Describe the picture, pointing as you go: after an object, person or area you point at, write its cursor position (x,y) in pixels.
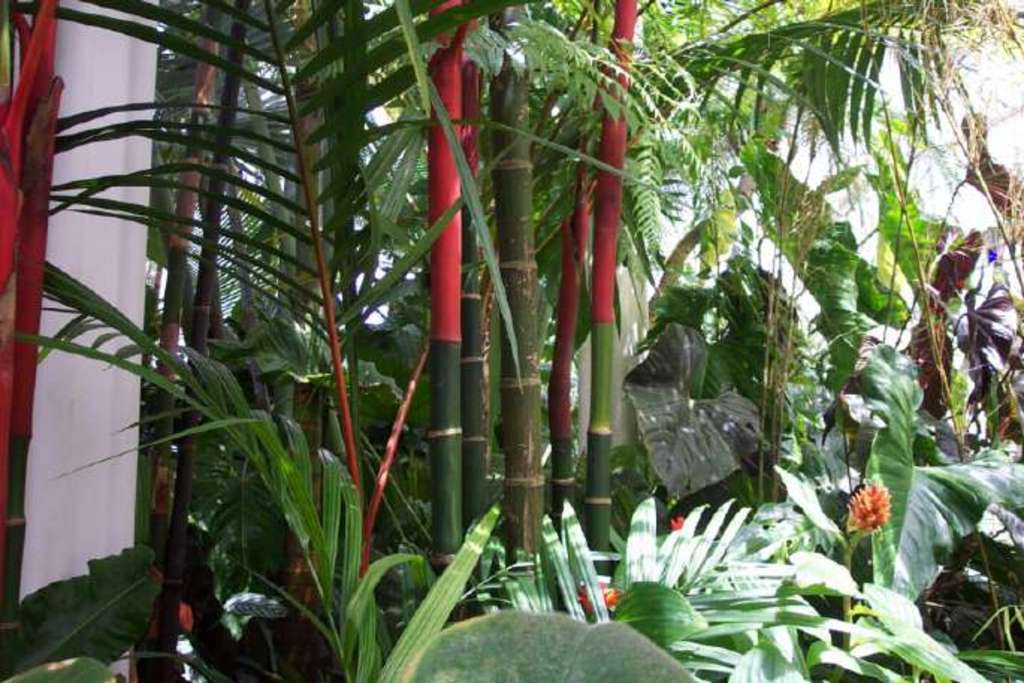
In the foreground of this picture (605,277), there are many plants (565,325) and flowers (858,523) to it. On the left (118,244), there is a wall (115,260).
